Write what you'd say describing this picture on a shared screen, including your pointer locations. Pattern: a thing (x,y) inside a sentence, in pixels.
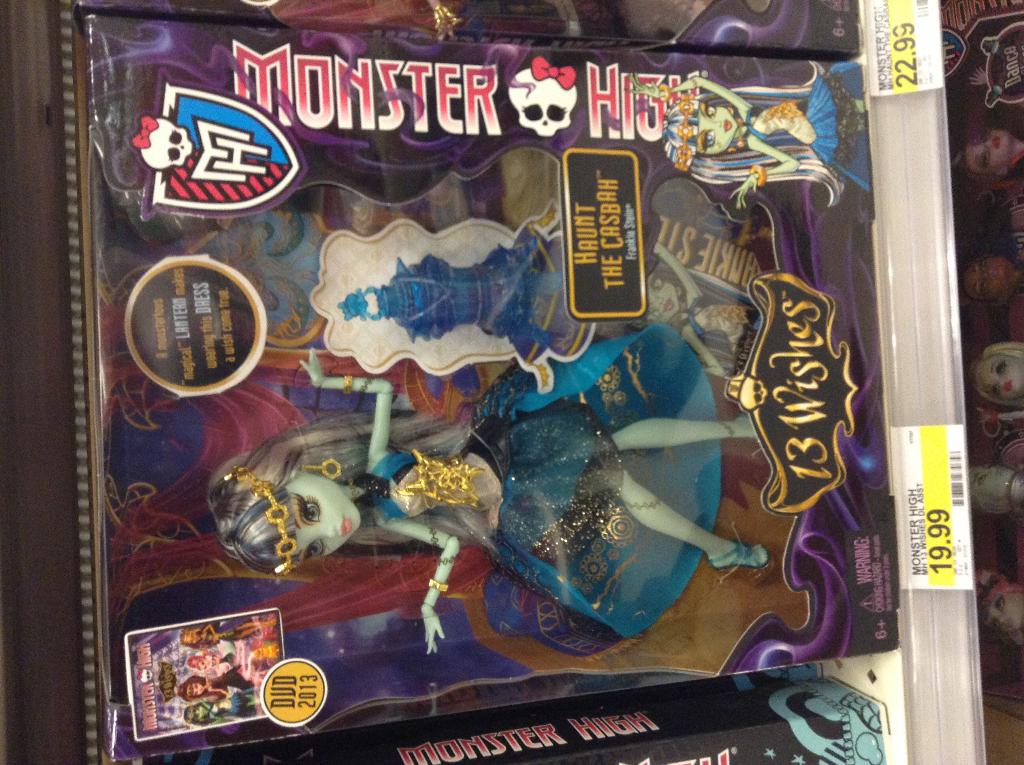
In this picture we can see a barbie doll (561,475) packed in a box (229,401). We can see some labels (801,368) and stickers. On the right side of the picture (1013,242) we can see dolls (1008,292).
